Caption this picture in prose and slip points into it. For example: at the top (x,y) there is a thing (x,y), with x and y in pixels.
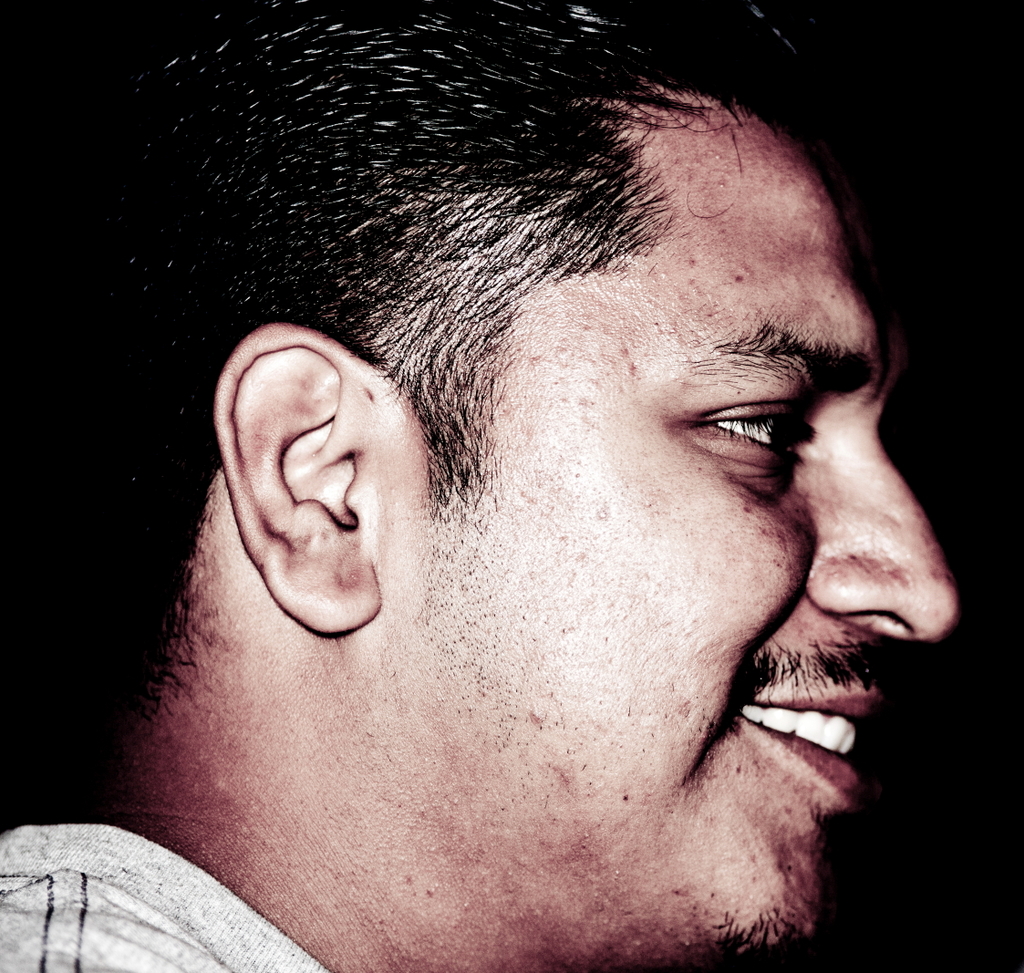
In this picture we can see a man (395,218) smiling. Background (56,525) is black in color.
